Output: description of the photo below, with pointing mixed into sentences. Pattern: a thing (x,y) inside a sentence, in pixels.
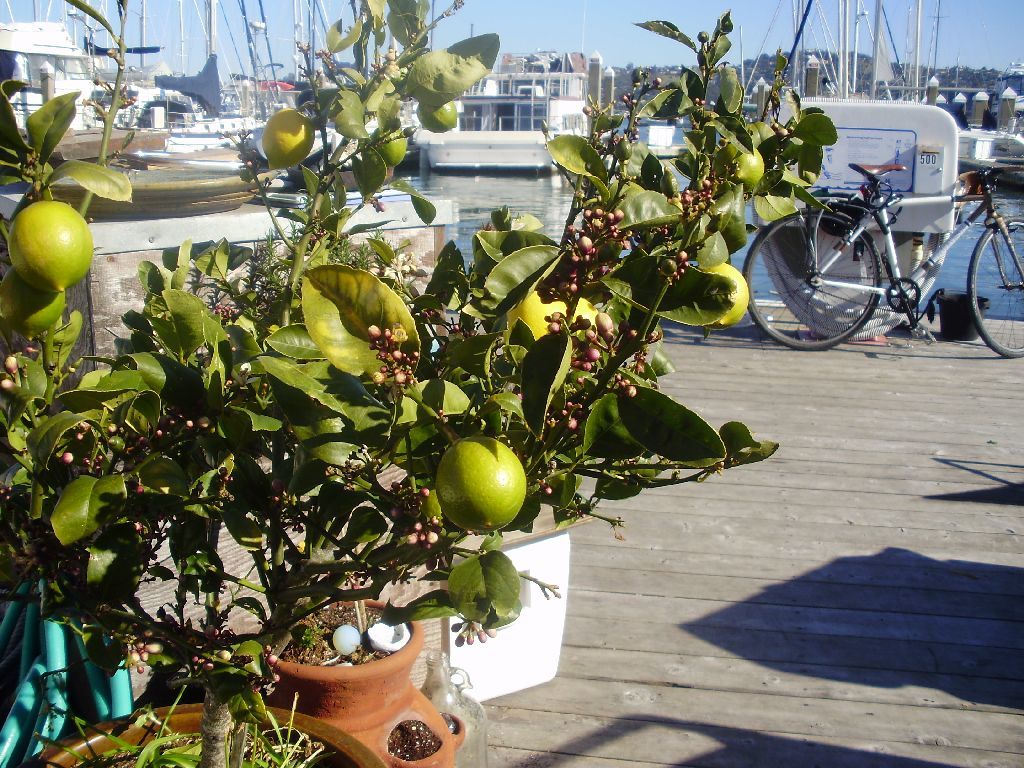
In this picture I can see there are plants (214,460) in the flower pots (171,724) and there are few fruits (446,473) to the plants (245,635) and there is a wooden floor (837,419) and a bicycle (840,280) is parked in the backdrop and there are few boats (844,59) docked on the water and there is a mountain (849,75) in the backdrop (960,83) and the sky (645,8) is clear.
